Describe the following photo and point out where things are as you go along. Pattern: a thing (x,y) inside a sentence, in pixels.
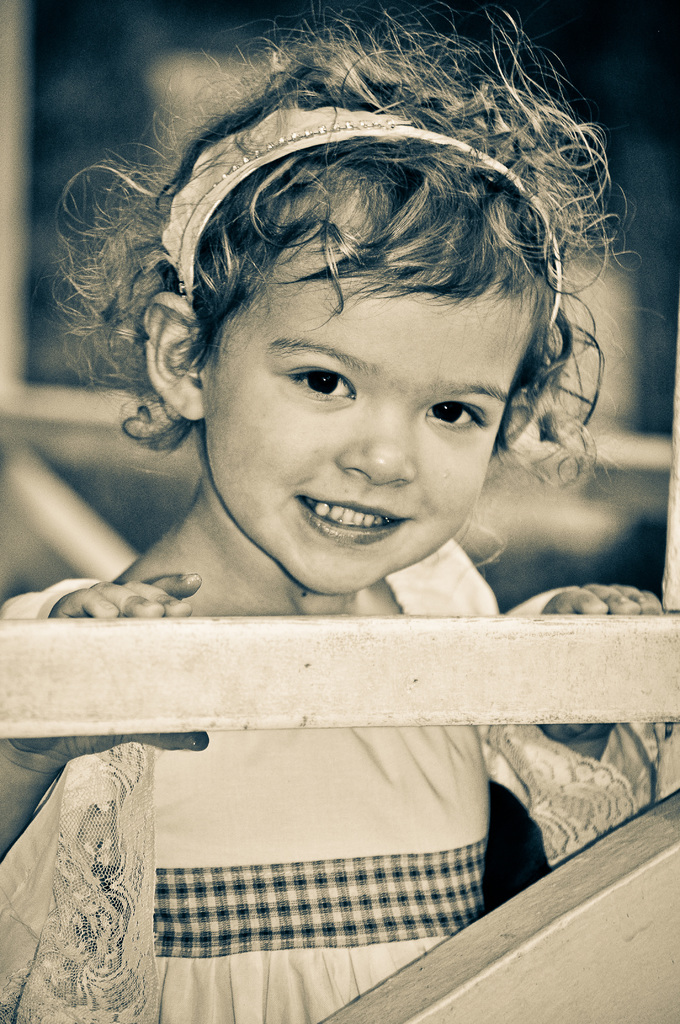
In this image I can see an old photograph (371,368) in which I can see a child (362,598) holding a wooden object (249,689) in front of her. I can see the blurry background (28,356).
